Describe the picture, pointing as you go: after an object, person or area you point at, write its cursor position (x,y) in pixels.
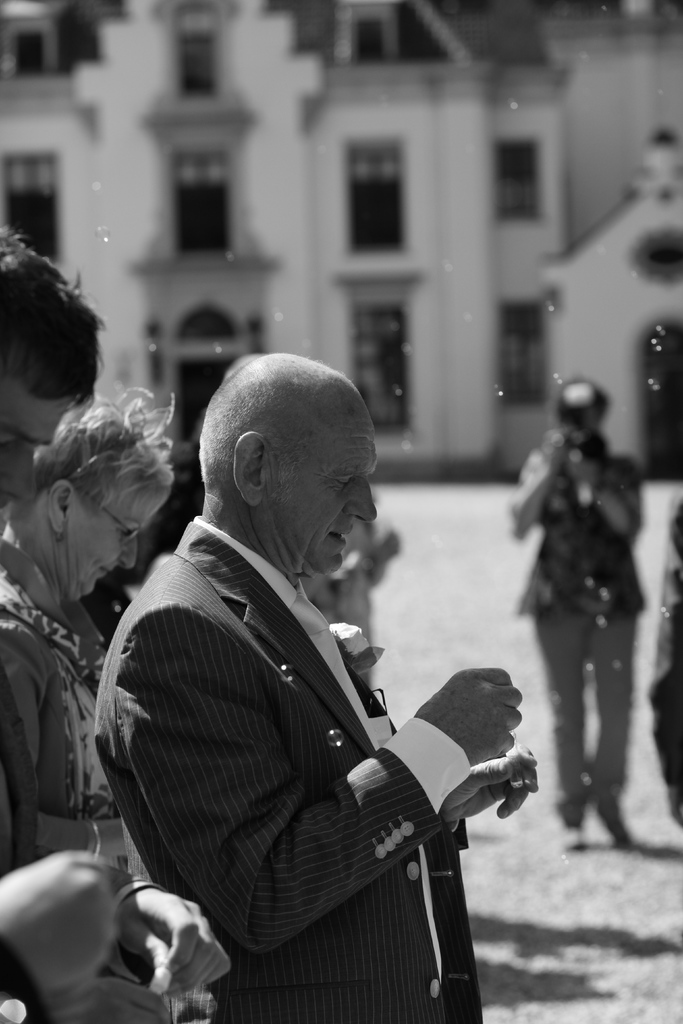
This is black and white picture, there are people (378,560) standing holding an objects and this person (597,707) holding camera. In this background (327,335) we can see building (193,276) and windows (40,40).
